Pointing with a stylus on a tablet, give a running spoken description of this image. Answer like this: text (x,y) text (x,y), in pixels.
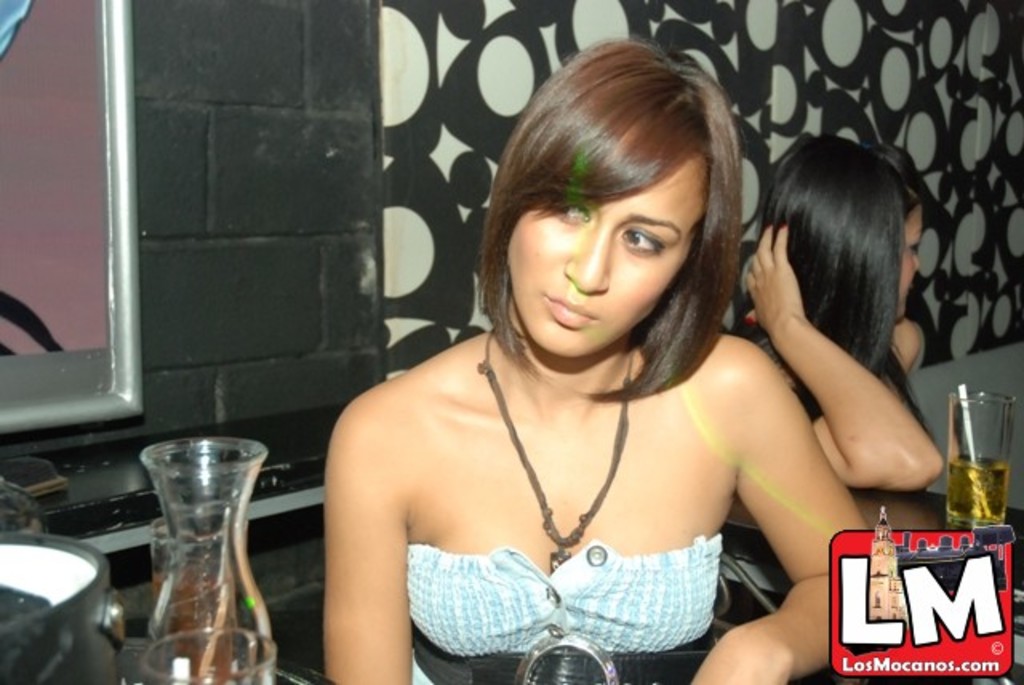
In this image there are people (604,437) and we can see glasses (220,659), jug (186,475) and a vessel (56,681) placed on the tables (817,679). In the background (442,170) there is a wall (458,146). On the left (136,403) we can see a window (122,409).
